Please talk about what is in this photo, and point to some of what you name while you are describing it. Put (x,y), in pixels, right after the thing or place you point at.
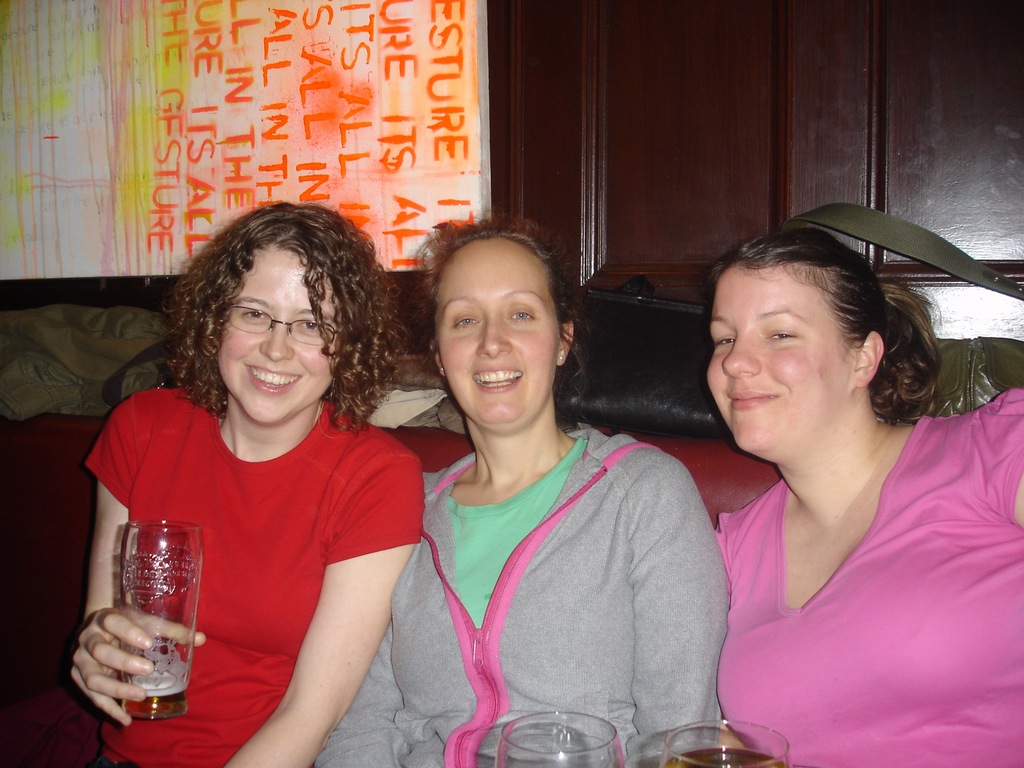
In this picture there are ladies (669,619) those who are sitting in the center of the image (547,343), one is holding a glass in her hand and there is a poster (271,54) and a wooden wall (669,149) at the top side of the image (571,119).
